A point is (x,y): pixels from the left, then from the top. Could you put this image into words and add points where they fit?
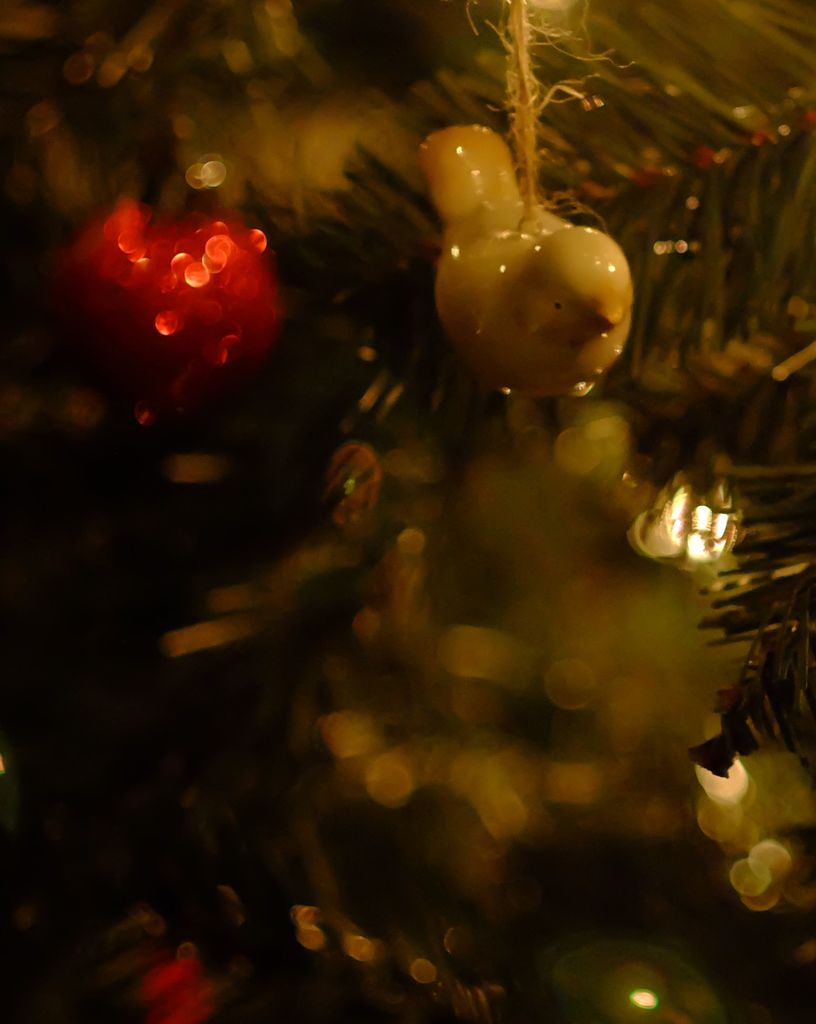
In this image there is a toy (491,294), in the background (478,123) it is blurred.
